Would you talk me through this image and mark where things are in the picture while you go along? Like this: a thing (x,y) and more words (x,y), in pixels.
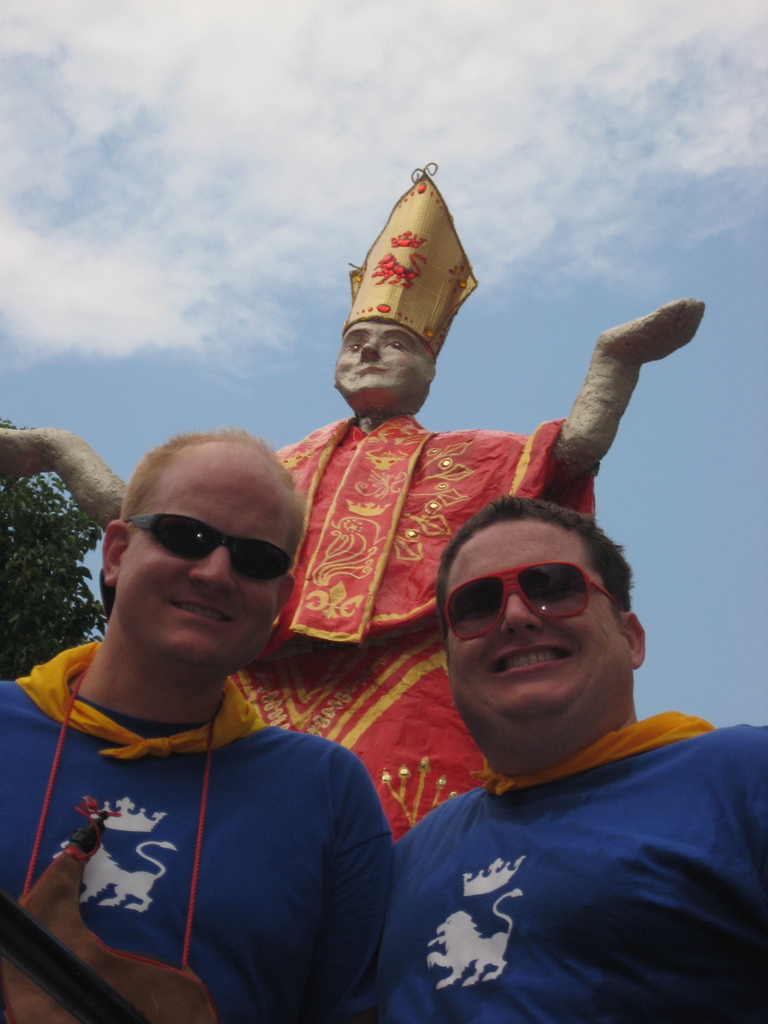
In the middle of the image (497,563) there are two men (347,790) with blue and yellow jacket (623,730) and kept goggles (265,567). To the left side (218,522) man (227,536) around his neck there is a red thread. Behind them there is a statue (485,441) with red cloth (497,445) and a cap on the head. To the left side of the image (67,529) there is a tree (65,539). To the top of the image (372,63) there is a sky (296,244) with clouds (252,250).
